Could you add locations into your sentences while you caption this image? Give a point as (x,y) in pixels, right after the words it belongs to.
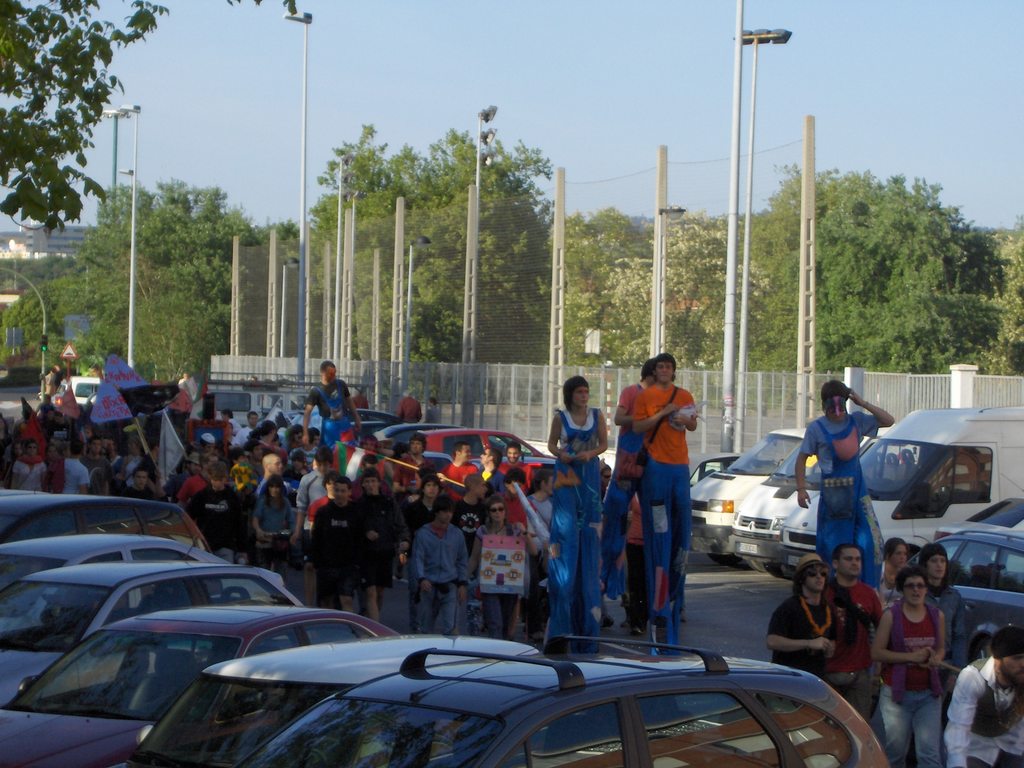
In this image I can see number of people (424,537) are standing in the centre (429,459) and on the both side of them I can see number of cars (448,679). I can also see number of poles (306,337), lights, number of trees (388,324) and the sky (285,94). In the background (76,355) I can see a sign board (72,332).
